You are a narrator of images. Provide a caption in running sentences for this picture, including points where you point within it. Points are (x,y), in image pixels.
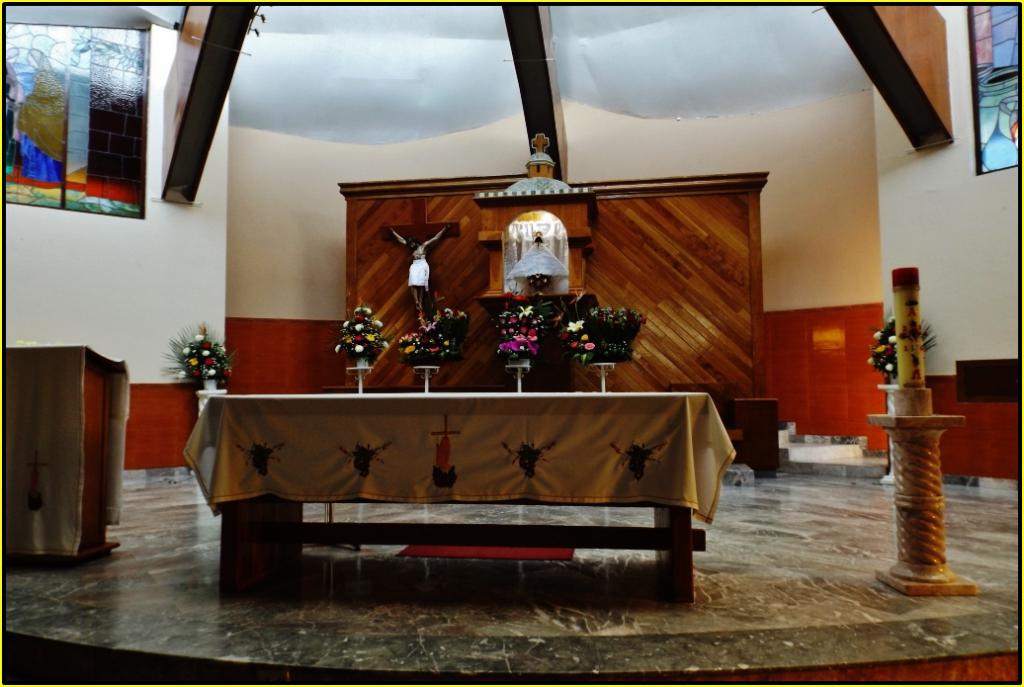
In this image I can see inside view of a room (613,115), in the room (613,115) I can see a table (296,437), on the table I can see flower pot (627,355) and clothes (521,413) and I can see there are photo frames (62,126) attached to the wall (260,150), on the left side (21,166) and I can see Jesus image (420,277) visible in the middle (429,265) and I can see the wall (956,361).
